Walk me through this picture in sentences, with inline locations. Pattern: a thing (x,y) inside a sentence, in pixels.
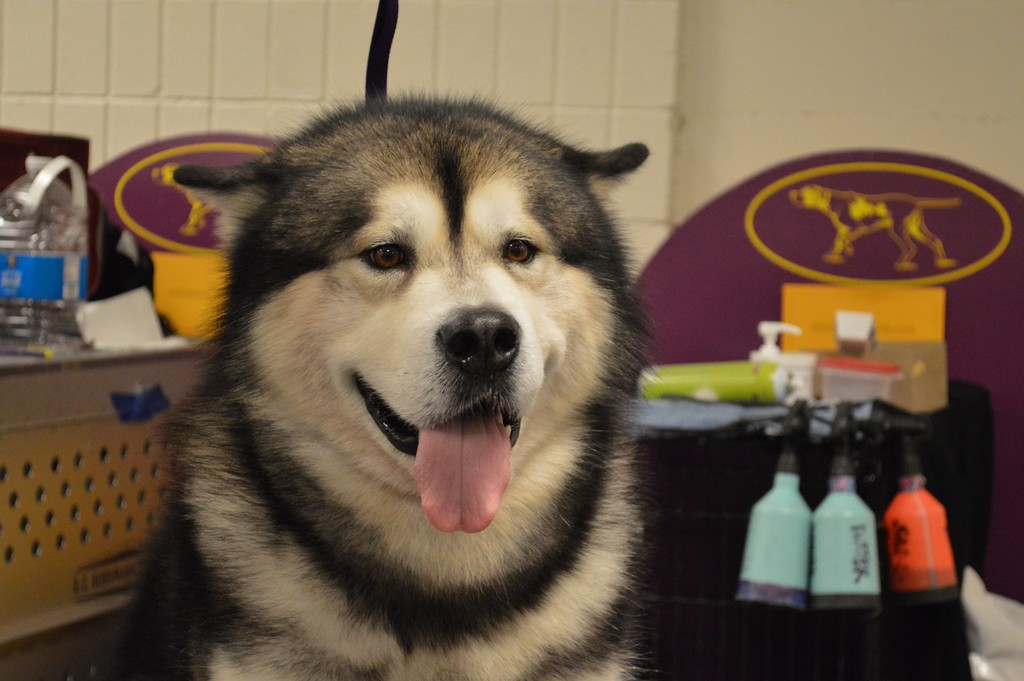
In this image we can see a dog (443,429). In the background (679,373) we can see a bottle (67,288) and few things (112,311).
